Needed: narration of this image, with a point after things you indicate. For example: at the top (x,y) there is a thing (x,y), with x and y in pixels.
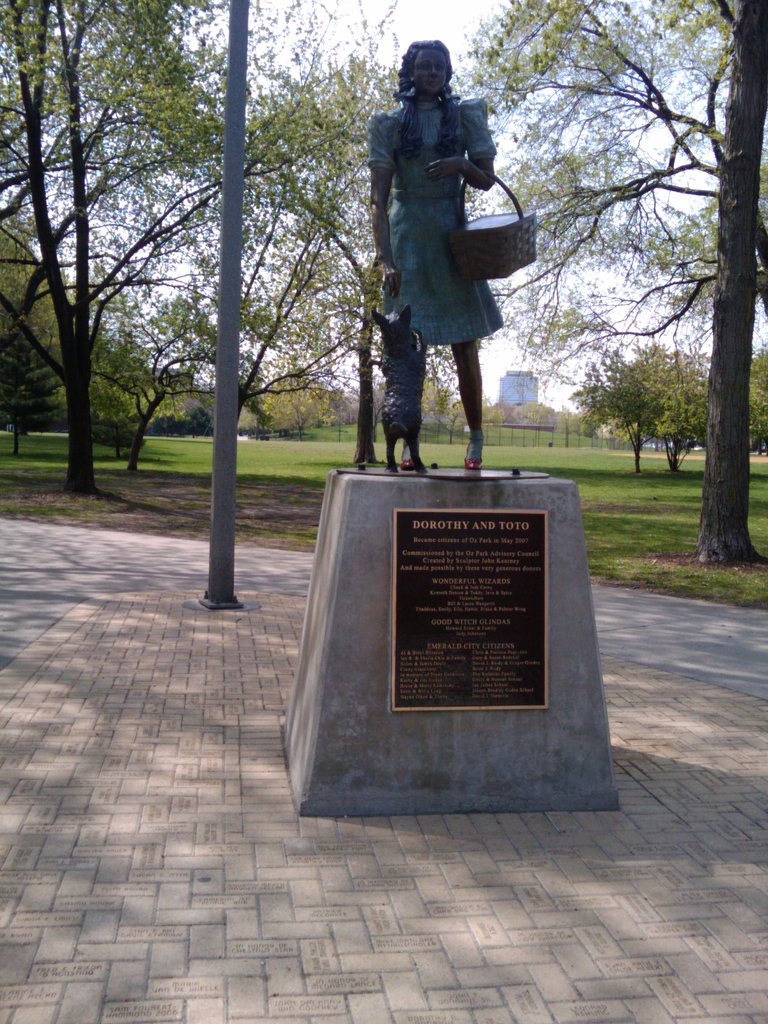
In this image at the center (356,558) there is a statue (437,331). Behind the statue (385,357) there is a pole (233,524) and a road (150,538). We can see grass (596,475) on the surface (616,500). In the background (581,433) there are trees (346,328), building (537,388) and sky (419,18).
